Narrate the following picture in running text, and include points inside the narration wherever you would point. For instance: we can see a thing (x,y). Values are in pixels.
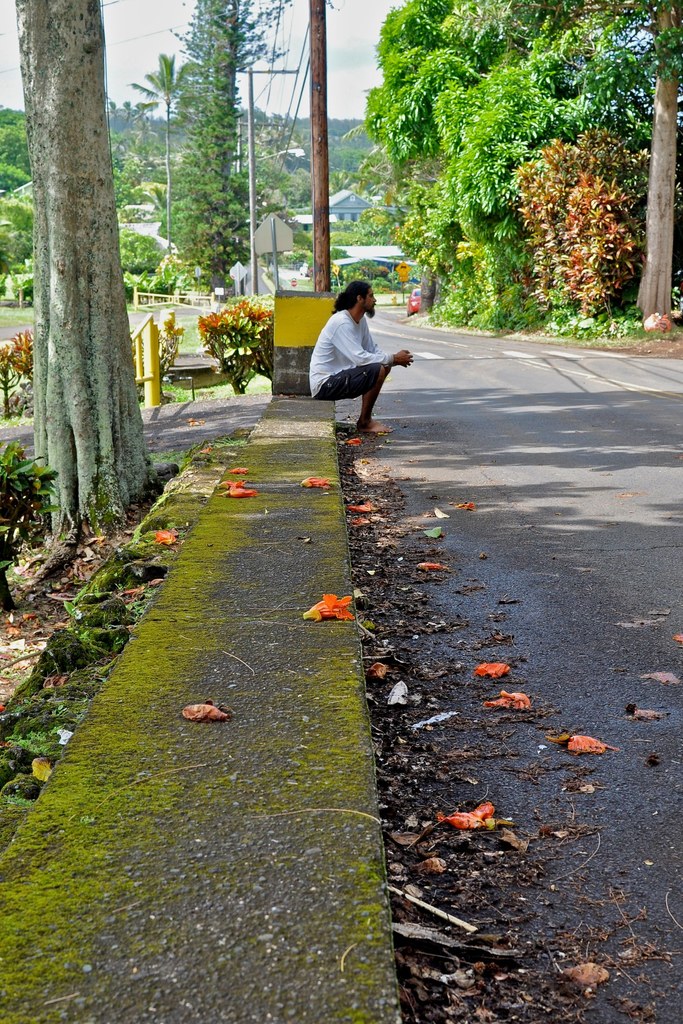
In the image there is a person (325,379) sitting on the footpath (249,475) beside a garden (188,395) and in front of the person (363,421) there is a road (575,523) and there are many trees (287,139) around that person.
